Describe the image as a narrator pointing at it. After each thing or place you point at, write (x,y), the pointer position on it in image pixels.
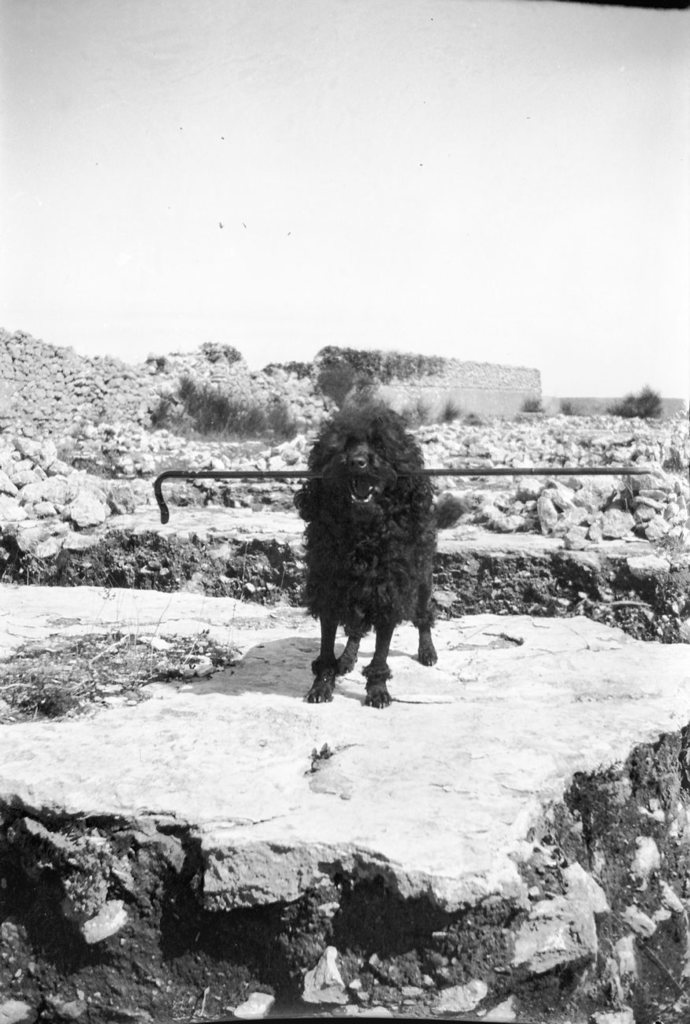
In the foreground of the picture (378,484) I can see a black dog (373,495) standing on the rock (371,651) and there is a metal rod (343,471) in the mouth (372,475). In the background (491,452), I can see the rocks (60,377) and plants (364,383). Looks like the birds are flying in the sky (373,171).
